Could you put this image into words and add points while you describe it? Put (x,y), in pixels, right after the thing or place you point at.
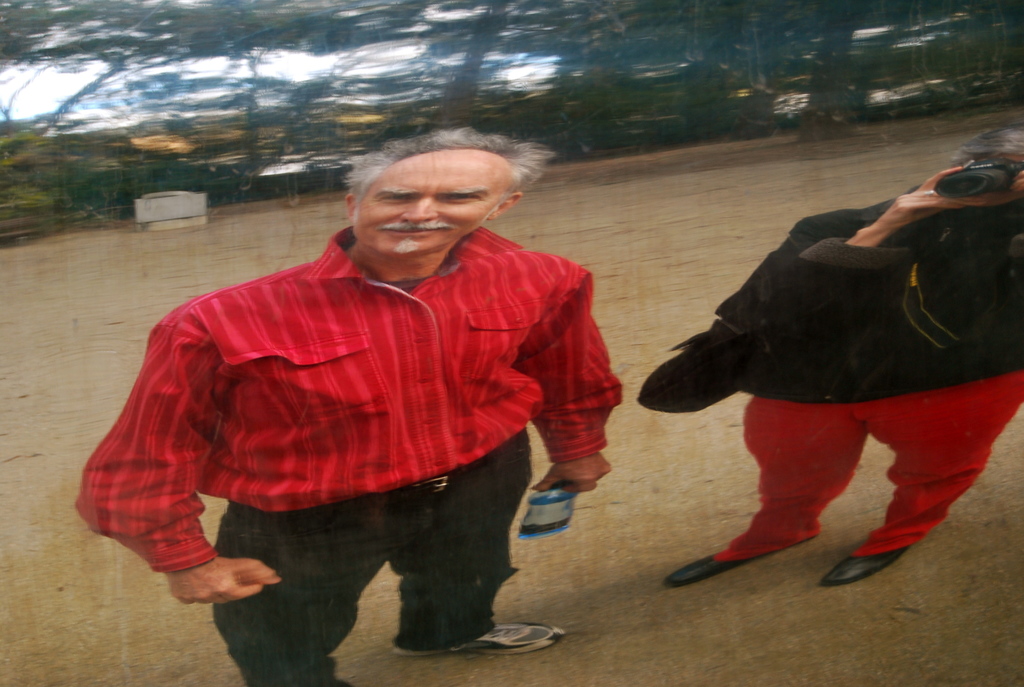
In this picture we can see two people (843,276) standing on the ground (639,258), bottle (537,534), camera (1010,168), bag (651,396), trees (451,117) and in the background (176,102) we can see the sky (403,63).
